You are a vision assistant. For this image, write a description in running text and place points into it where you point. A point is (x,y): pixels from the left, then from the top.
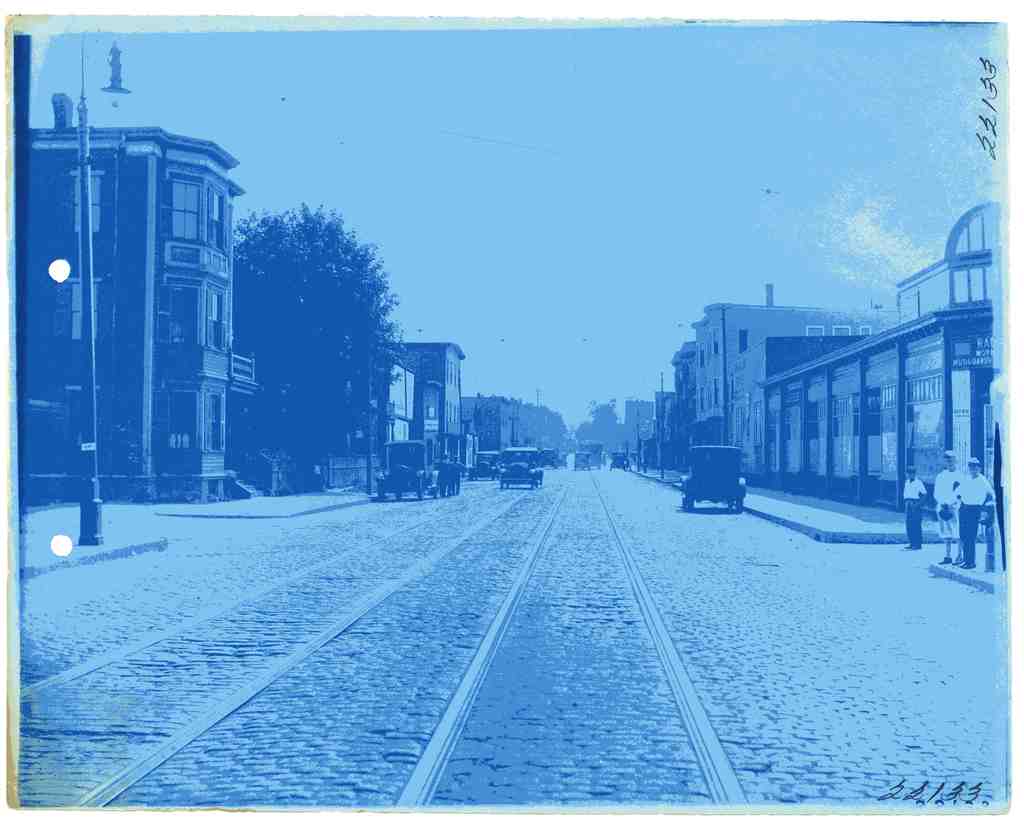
In the image in the center (413,447) we can see few vehicles (712,494) on the road (318,519). And few people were standing. In the background (683,122) we can see the sky (549,295), trees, buildings (168,281), poles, banners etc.
